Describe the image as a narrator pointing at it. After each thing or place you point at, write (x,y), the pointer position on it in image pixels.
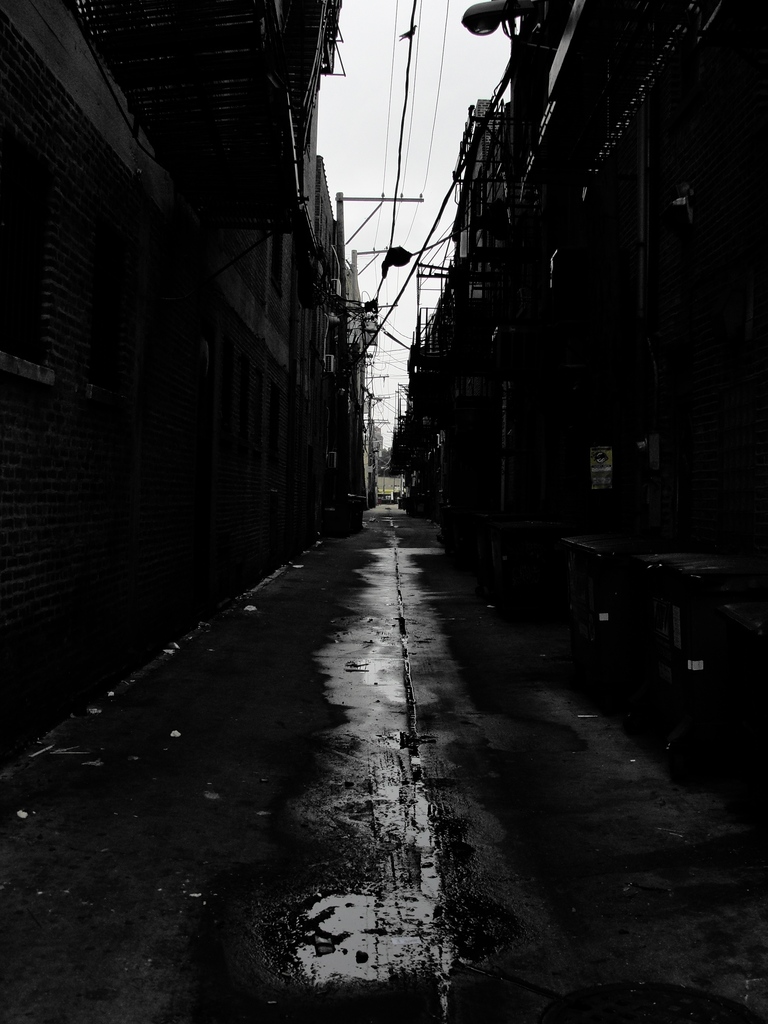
In the image we can see there are buildings (701,468), this is a footpath (353,642), pole (342,216) and electric wire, and a white sky (444,72).
